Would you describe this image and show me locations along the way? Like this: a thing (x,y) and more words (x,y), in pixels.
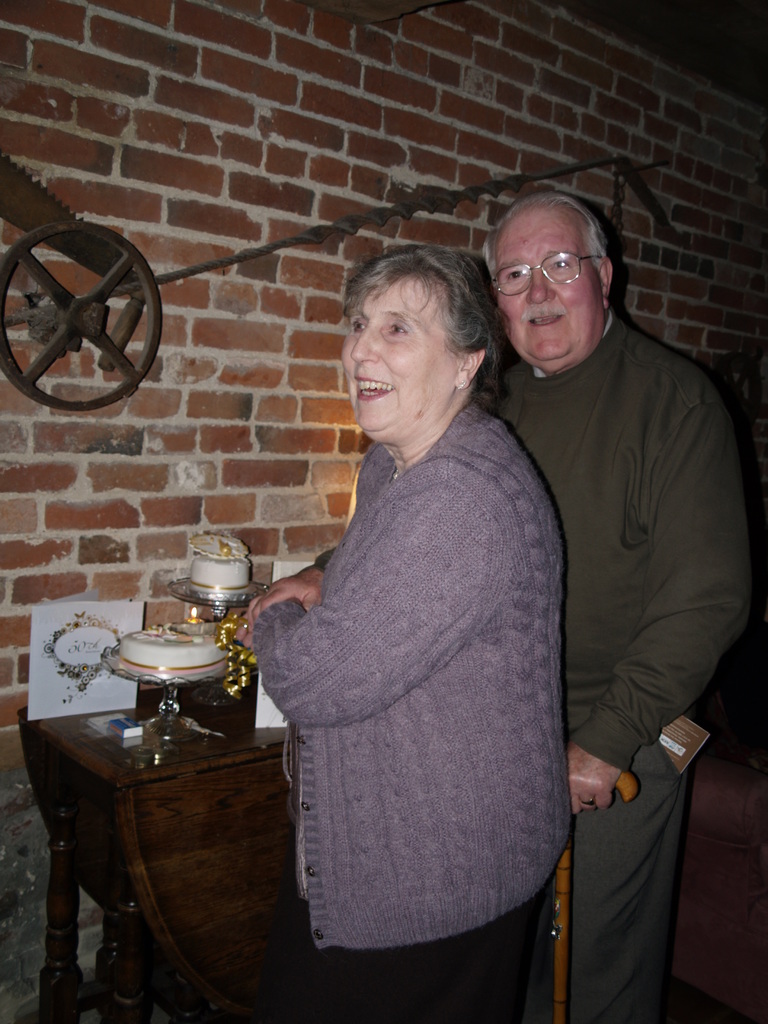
Here we can see an old man (516,239) and an old woman (543,787) standing in front of a table (79,785) with something on it and the old man (614,816) is having a stick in his hand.
